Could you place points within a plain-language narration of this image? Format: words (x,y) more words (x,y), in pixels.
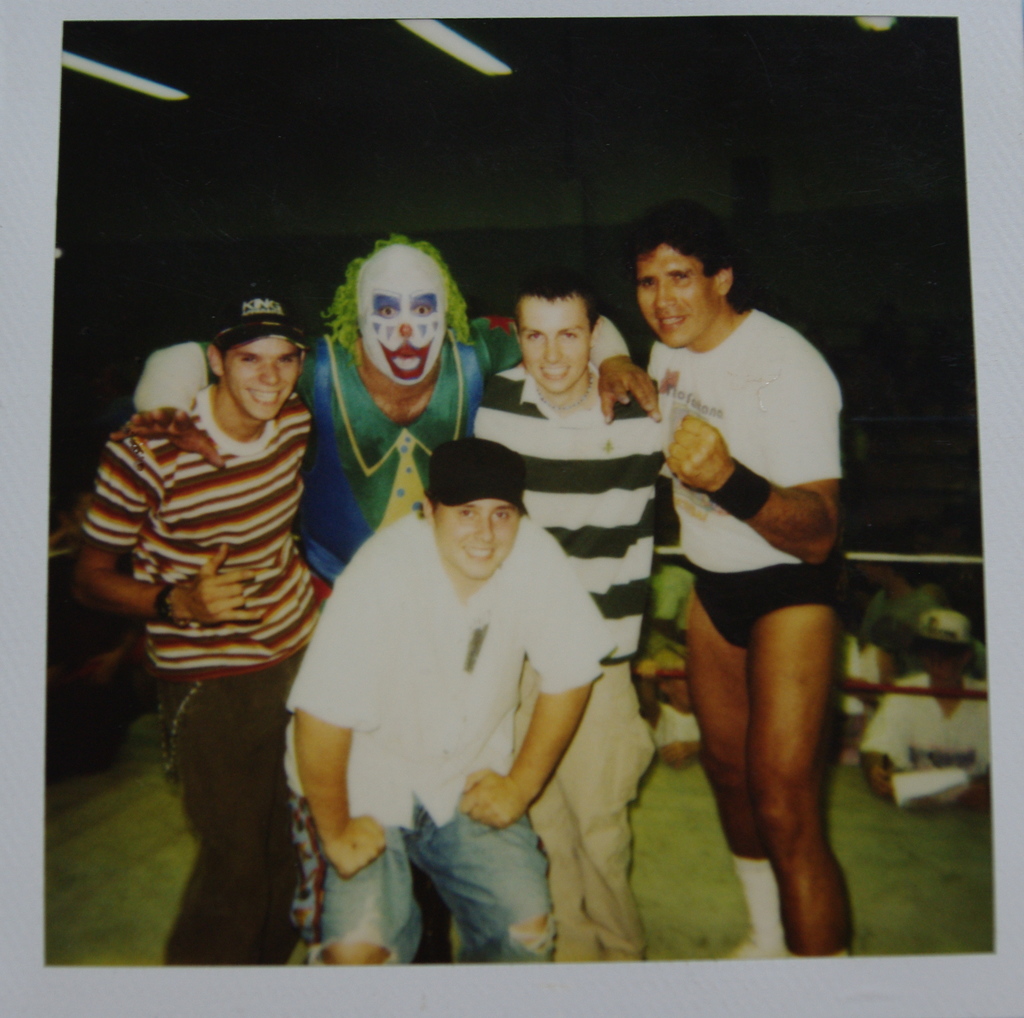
In this image, we can see a poster (864,546) with some people (729,554). We can also see ropes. We can see the ground (988,889) and the roof (818,118).
